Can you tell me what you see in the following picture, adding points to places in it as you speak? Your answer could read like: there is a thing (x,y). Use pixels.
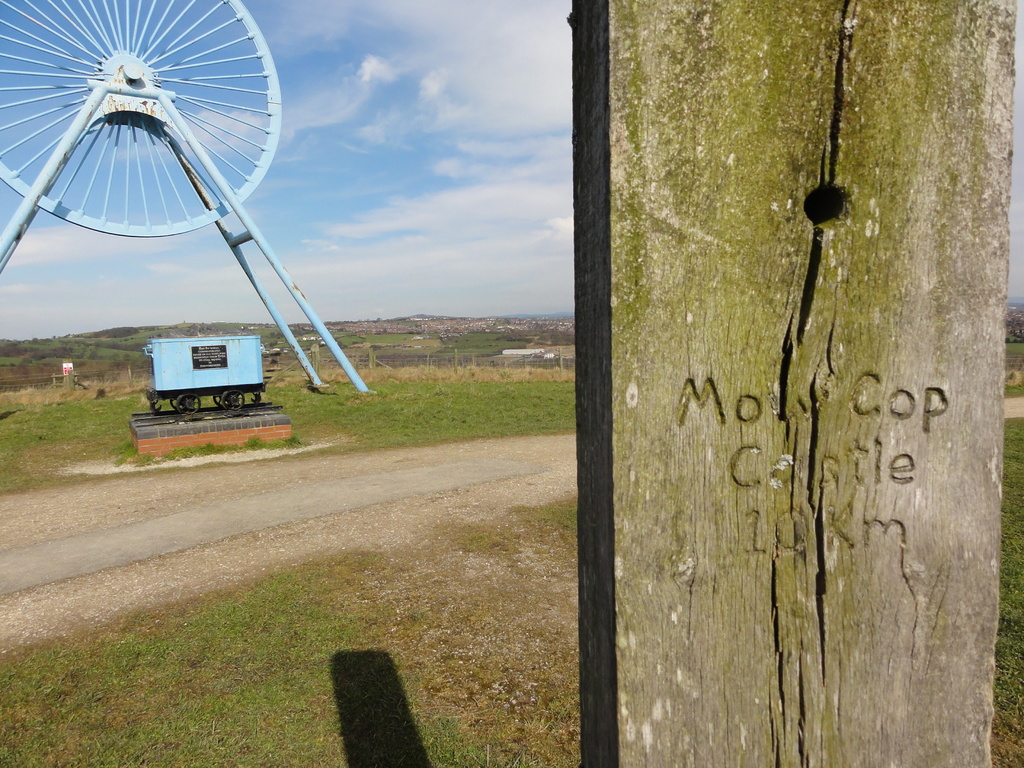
In this image we can see a winding wheel (173,228). On the right (889,654) there is a wooden board (745,569) and we can see text (780,542) written on it. In the background (452,290) there is sky (514,276) and hills (372,325). At the bottom (217,728) there is grass (291,727).
